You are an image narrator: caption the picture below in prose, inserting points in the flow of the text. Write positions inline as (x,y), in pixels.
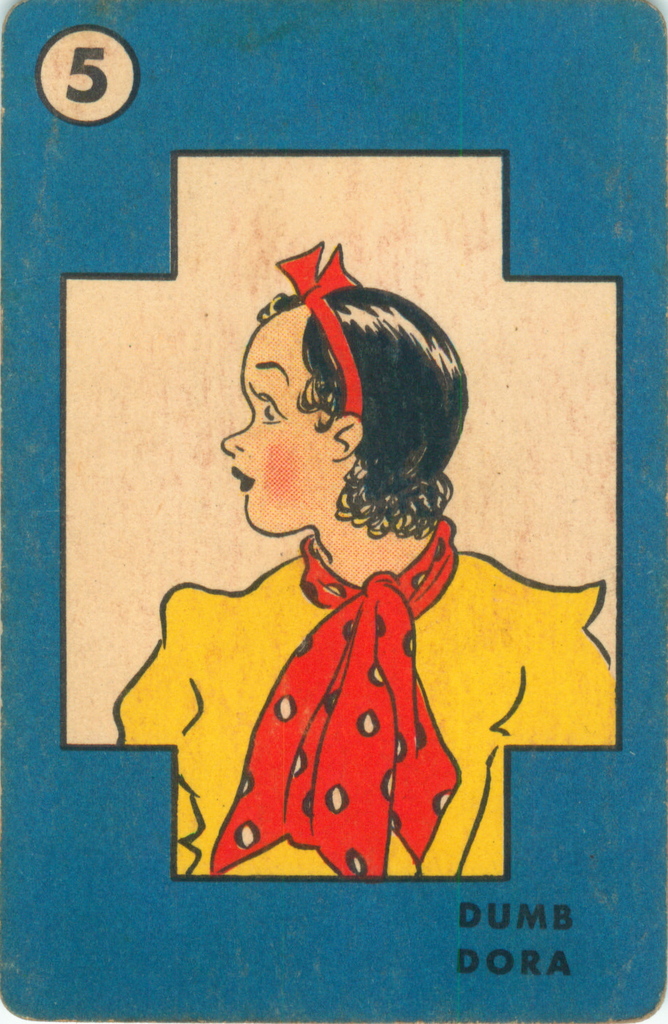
In the foreground of this picture (497,112) there is a blue color object (552,58) on which we can see the picture of a person (265,649) wearing yellow color dress (261,638). At the bottom (490,926) there is a text (522,912) on the image.
